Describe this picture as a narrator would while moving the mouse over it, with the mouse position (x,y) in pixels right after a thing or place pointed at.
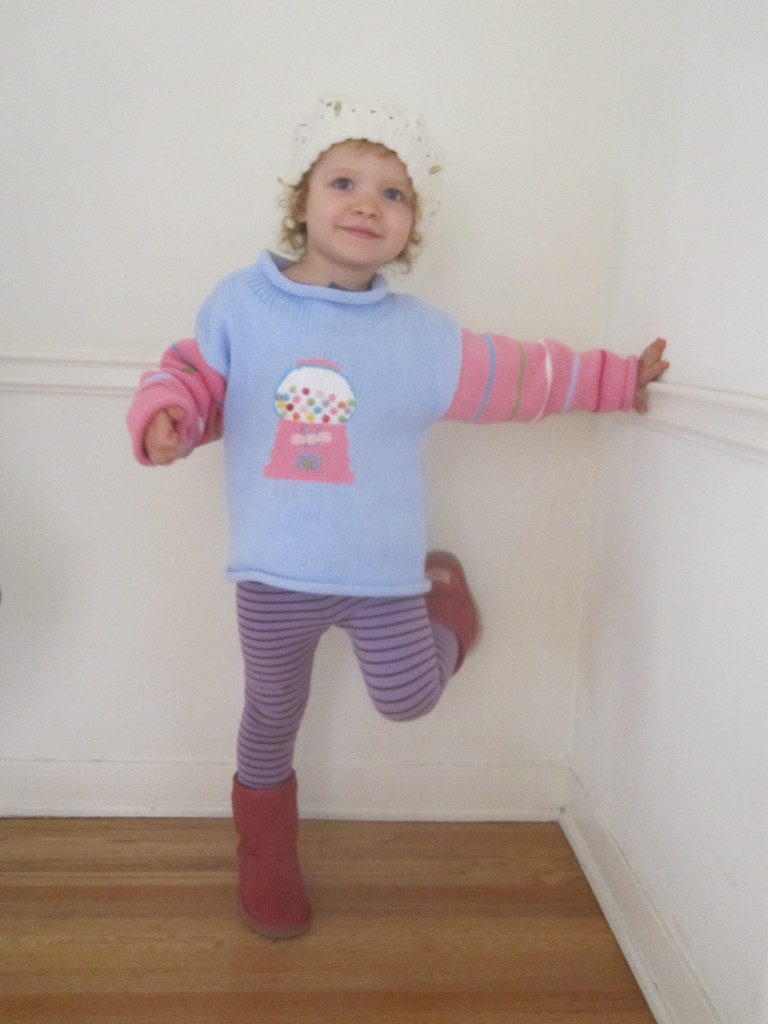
In this image we can see a kid (319,534) wearing blue and pink color sweat shirt (364,383), red color boots (296,816), white color cap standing and leaning to the wall (454,715) by keeping her leg (450,636) to the wall (481,707) and in the background of the image (443,714) wall (492,648) is off white color.
